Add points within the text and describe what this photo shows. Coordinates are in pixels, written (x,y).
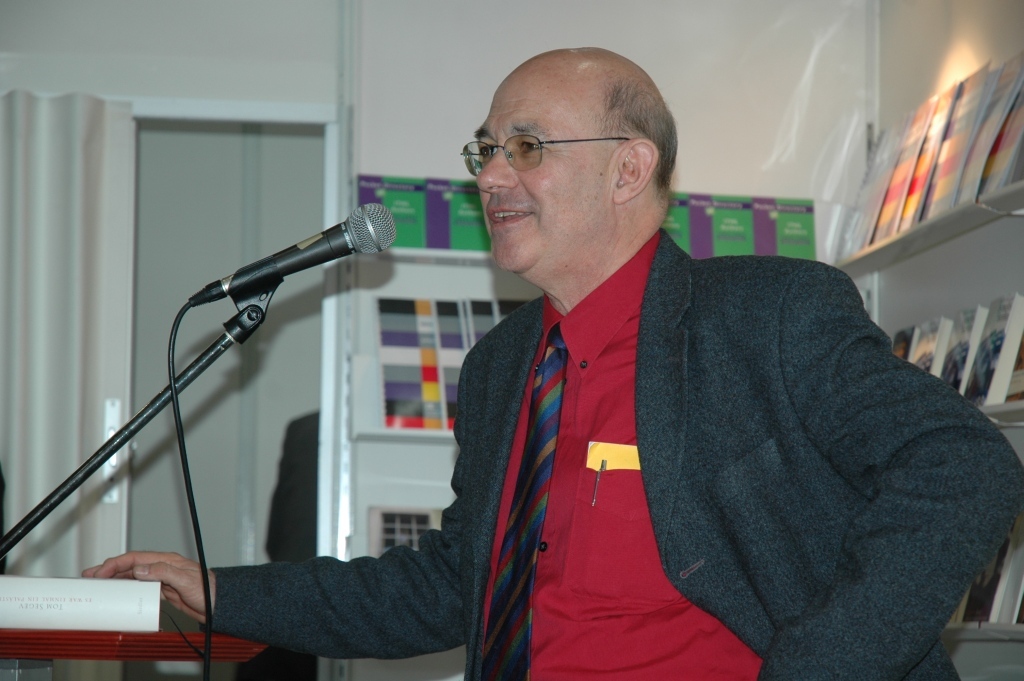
In this picture I can see there is a man (642,97) standing and speaking, he is wearing a blazer (950,577) and there is a microphone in front of him and there is a book shelf (363,289) in the backdrop (362,401) and there are few books (982,314) in it. There is a window (326,229) here.
